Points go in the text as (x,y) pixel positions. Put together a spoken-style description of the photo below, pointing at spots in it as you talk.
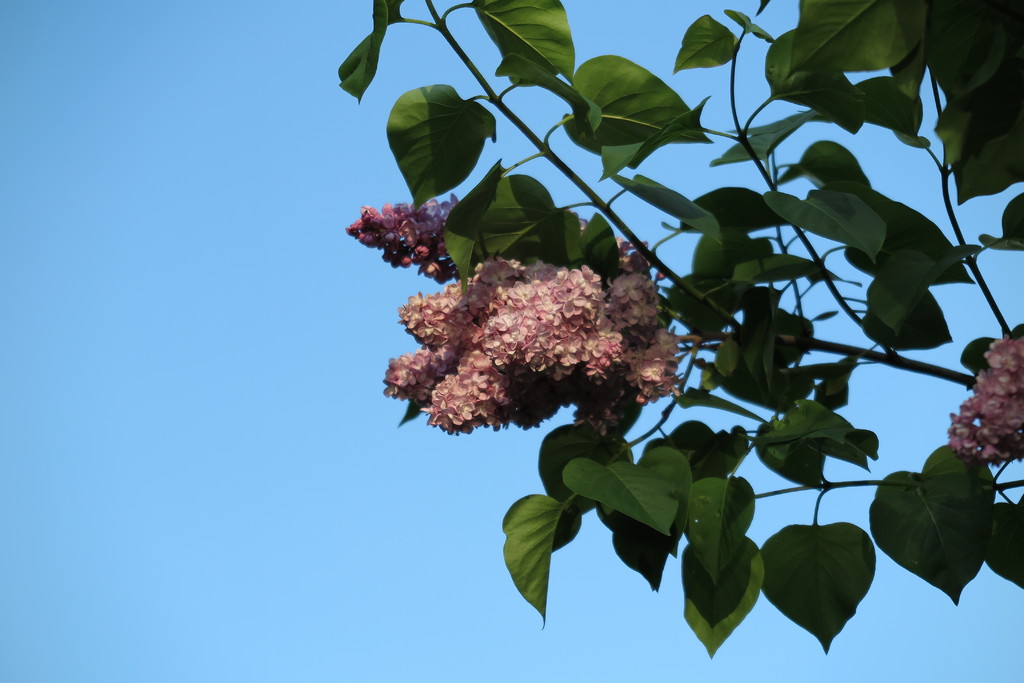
In this image I can see flower plant (612,349). In the background (286,380) I can see the sky (242,383).
